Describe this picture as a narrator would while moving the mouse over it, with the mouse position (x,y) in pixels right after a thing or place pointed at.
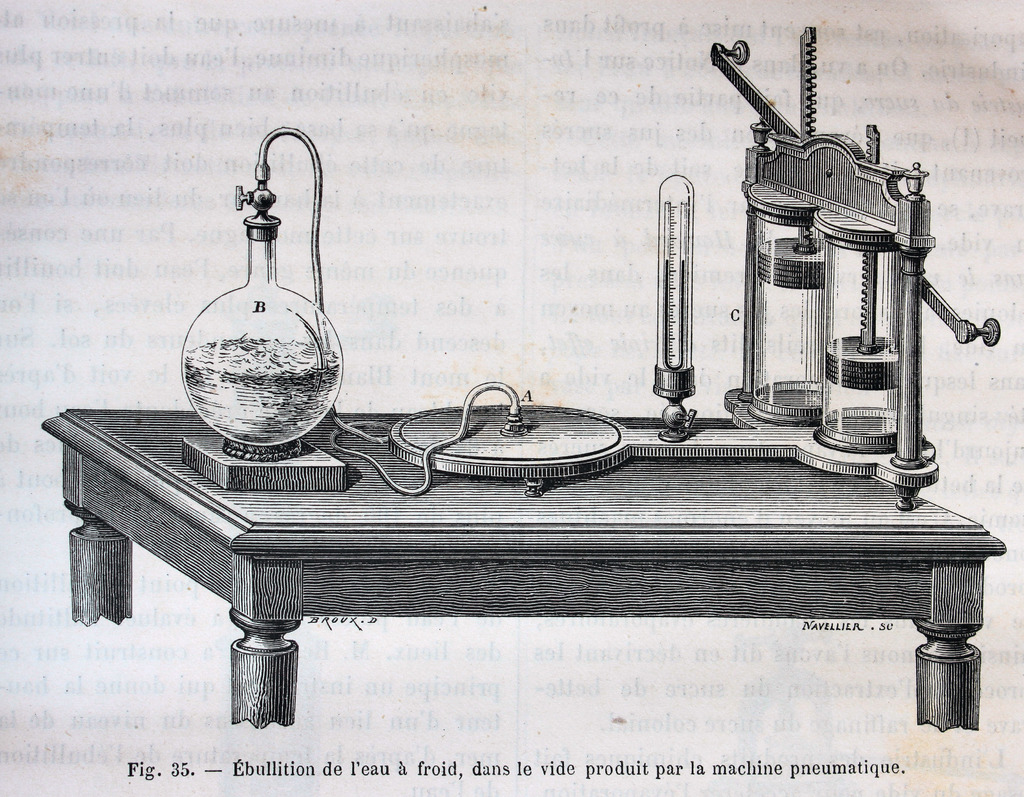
In this image we can see a black and white picture of a machine (881,285) with two cylinders (852,245) some rods (876,324) and a glass tube (683,265) and a bottle (264,234) with a tube (465,419) are placed on the table (698,509) and in the bottom (541,769) we can see some text (865,767).
